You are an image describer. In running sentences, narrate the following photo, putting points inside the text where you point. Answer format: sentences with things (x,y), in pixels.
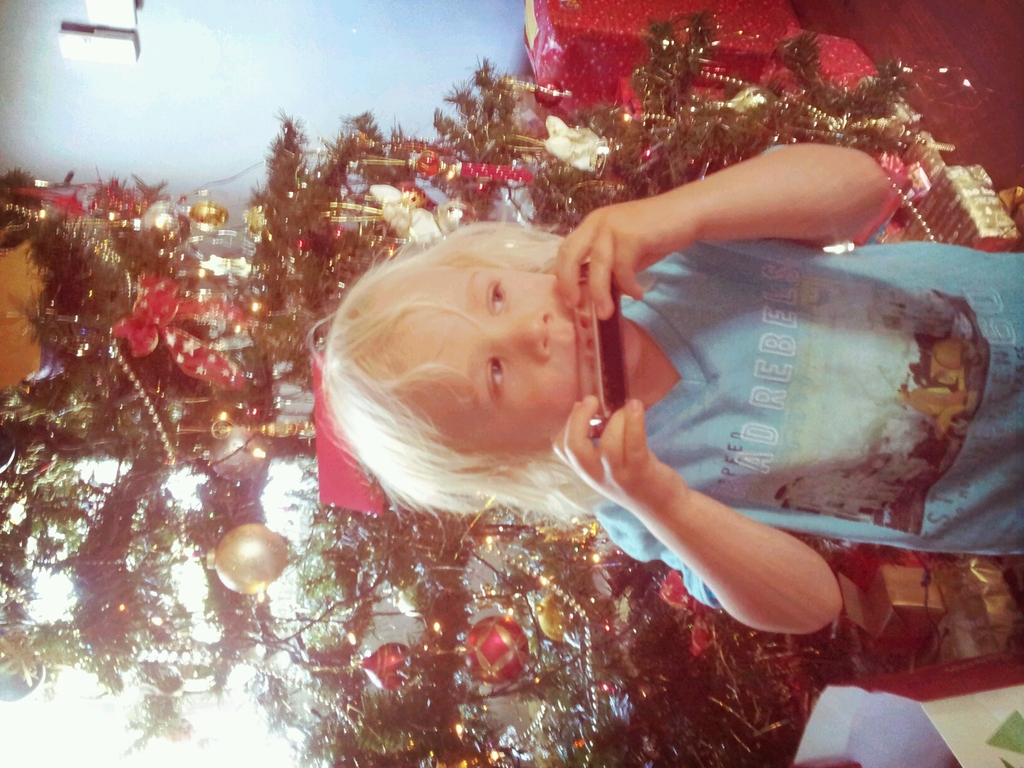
In this image there is a boy (718,327) standing towards the right of the image (822,410), he is holding an object (614,297), there is a Christmas tree (297,413) behind the boy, there is an object (871,719) towards the bottom of the image (891,738), there is floor (932,45) towards the top of the image (956,33), there is an object (626,47) towards the top of the image (674,39), there is a wall (298,78) towards the top of the image (263,66), there is an object (126,31) on the wall (160,26).
